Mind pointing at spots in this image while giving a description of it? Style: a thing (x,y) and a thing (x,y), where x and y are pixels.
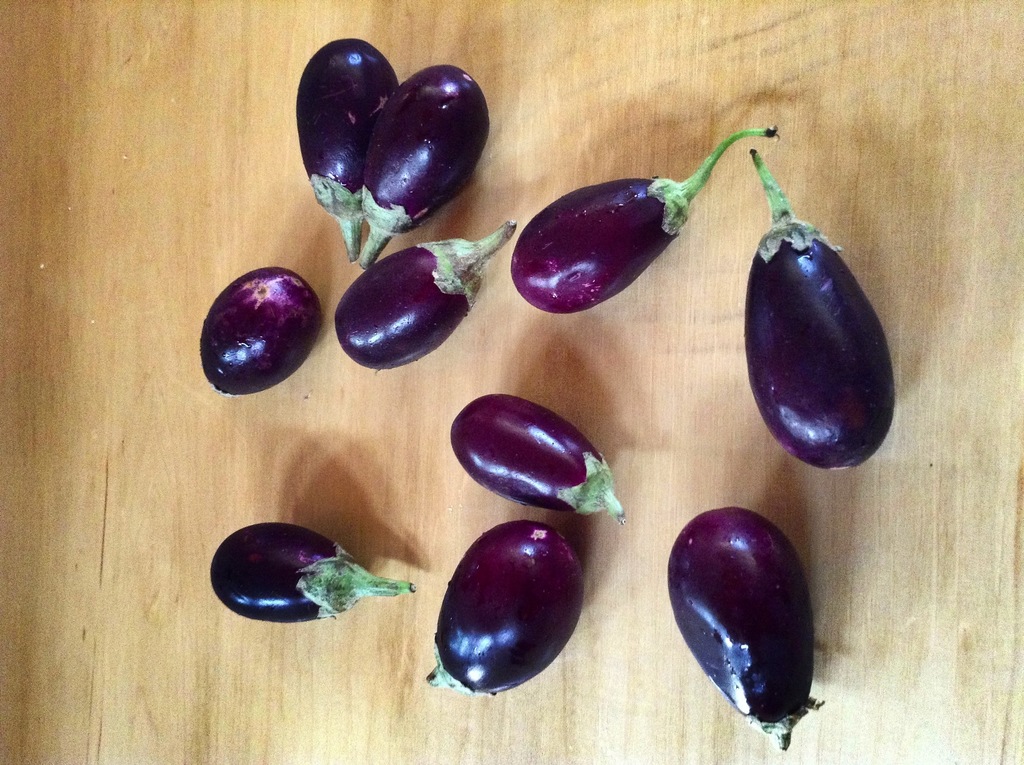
In this image we can see eggplants (275,365) are kept on the wooden surface (654,579).
